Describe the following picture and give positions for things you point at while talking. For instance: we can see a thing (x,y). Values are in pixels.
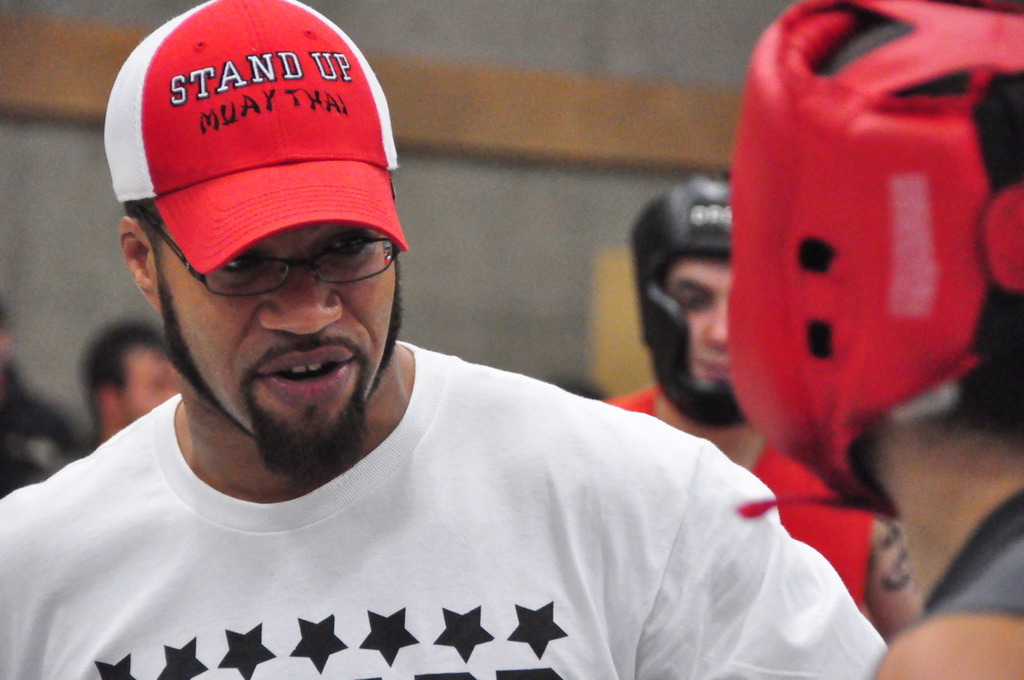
In this image on the left side (192,331) there is one person (264,524) who is wearing a hat (194,228) and spectacles (336,262), and it seems that he is talking. And on the right side (817,381) there are two persons (759,354), who are wearing helmets (854,220). And in the background (552,188) there is wall (16,224) and some people (146,369).
